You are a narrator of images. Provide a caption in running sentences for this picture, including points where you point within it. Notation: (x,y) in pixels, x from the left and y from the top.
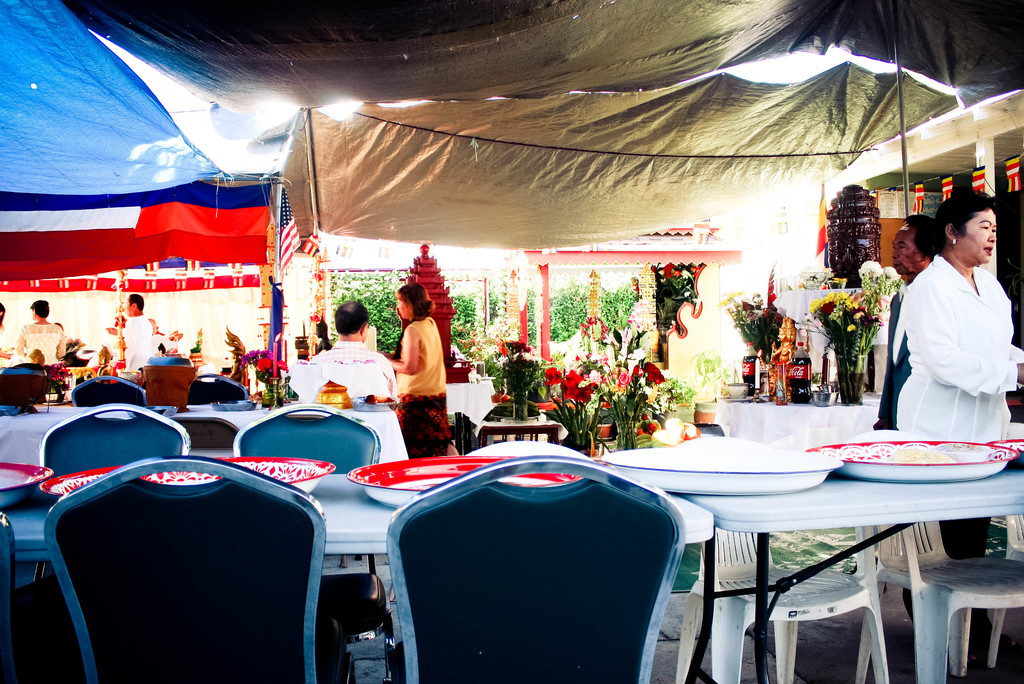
Most of the persons (436,340) are standing. Here we can able to see number of chairs (311,445) and tables (746,506). On this tables (334,476) there are plates (422,469). Far there is a table (849,406) with plants (843,358), bottle (803,381) and bowl (815,396). These are plants (619,387). These are tents (599,192). This is an american flag (287,247).
